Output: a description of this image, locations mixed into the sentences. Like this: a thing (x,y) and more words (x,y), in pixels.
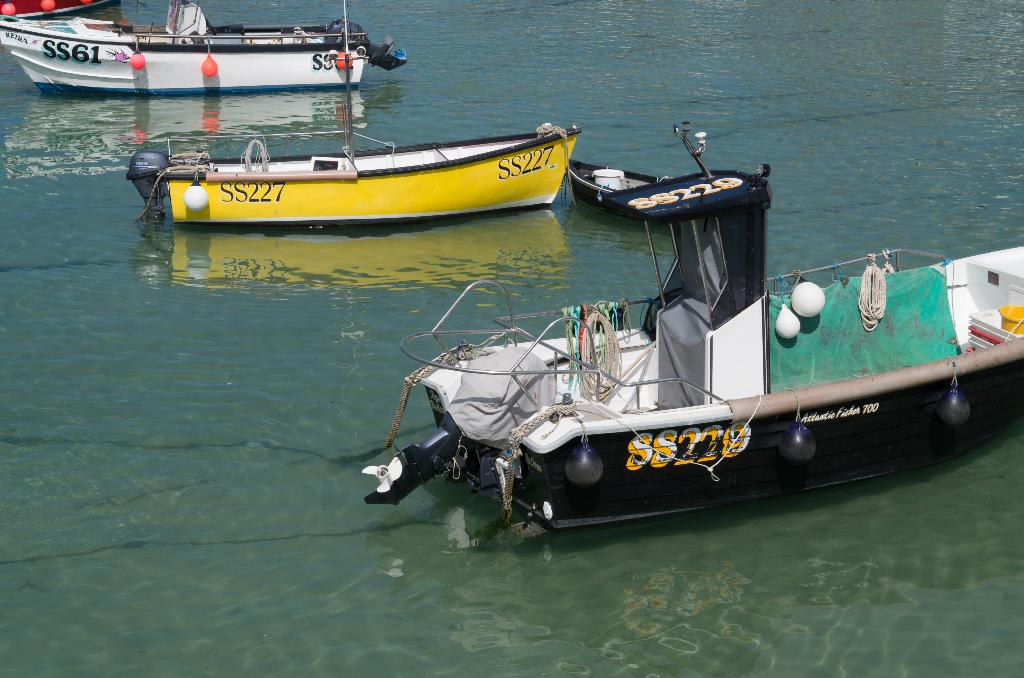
In this image there is a water (274,330) in which there are many boats (259,46) one beside the other. In the boat (625,367) there are ropes (604,318) and buckets (1007,320). There are fenders (807,310) around the boats (819,398). In the water (428,486) there is a motor (454,442) of the boat (549,452).
